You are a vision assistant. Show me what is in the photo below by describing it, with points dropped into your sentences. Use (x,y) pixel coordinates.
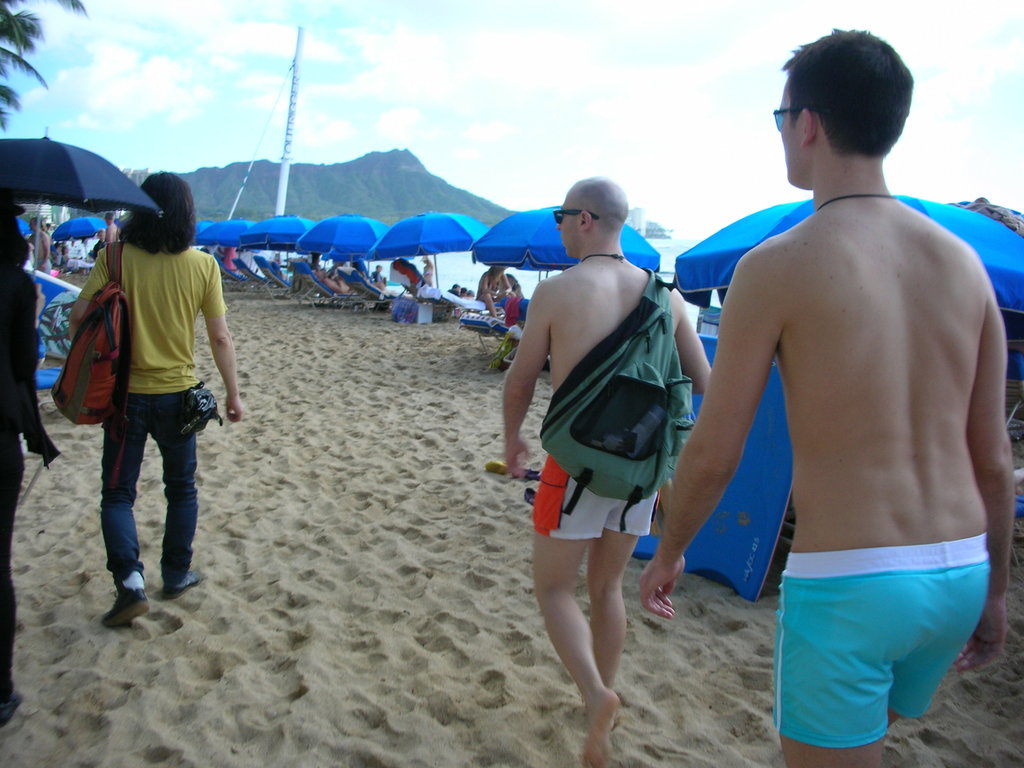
In the image there are few people (545,589) walking on the sand (269,501) and around them many people (330,272) were laying on the chairs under umbrellas (542,267), beside them there is a beautiful sea (481,274) and in the background (349,178) there are some mountains (404,159).
